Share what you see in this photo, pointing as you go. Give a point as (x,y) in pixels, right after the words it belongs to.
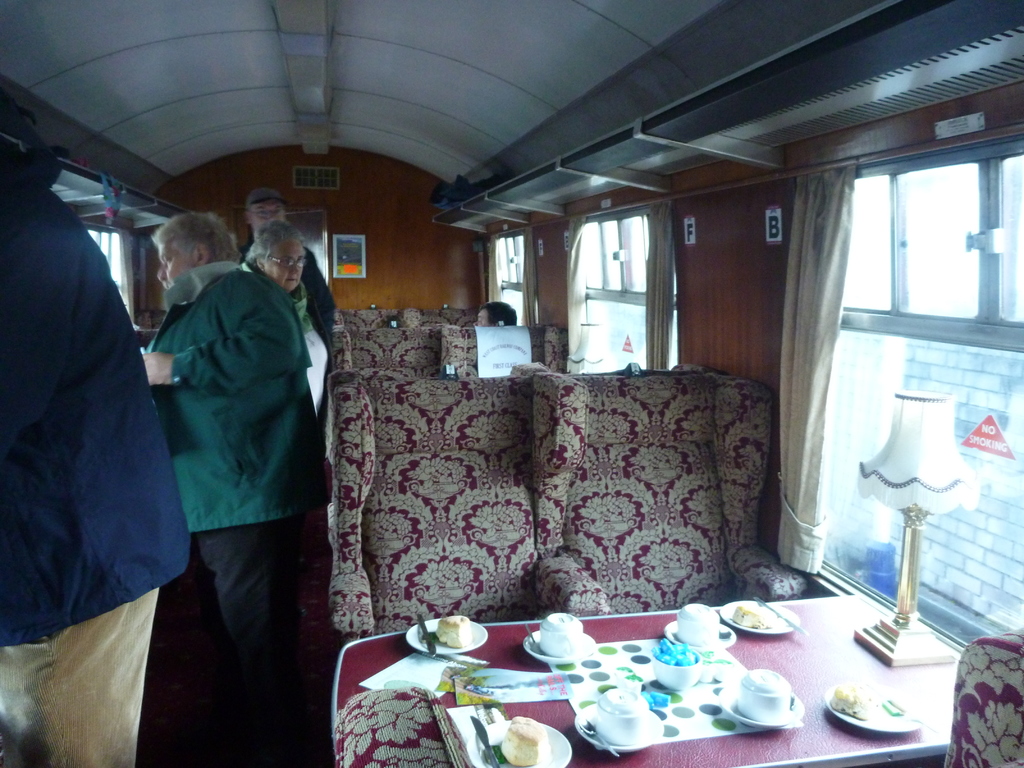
In the picture we can see inside view of the restaurant (956,721) with chairs (1005,721) and tables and on the table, we can see the cup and saucers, plates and a lamp (903,447) and beside it, we can see the windows (950,289) with glasses (1015,204) and the curtains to it and beside it we can see some people (242,619) are standing.
